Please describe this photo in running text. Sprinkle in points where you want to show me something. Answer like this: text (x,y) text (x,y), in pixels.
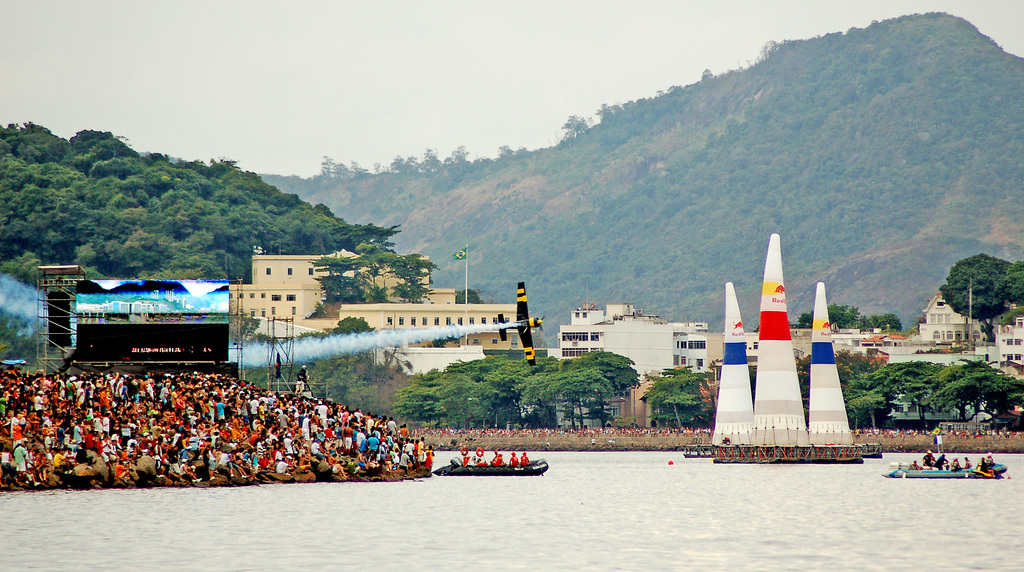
In the center of the image (400,253) we can see the sky (410,32), trees (735,186), buildings (938,336), smoke (495,324), one airplane (501,335), hill (645,139), one screen (172,304), few boats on the water (728,518), few people (186,415) and a few other objects (731,458).
